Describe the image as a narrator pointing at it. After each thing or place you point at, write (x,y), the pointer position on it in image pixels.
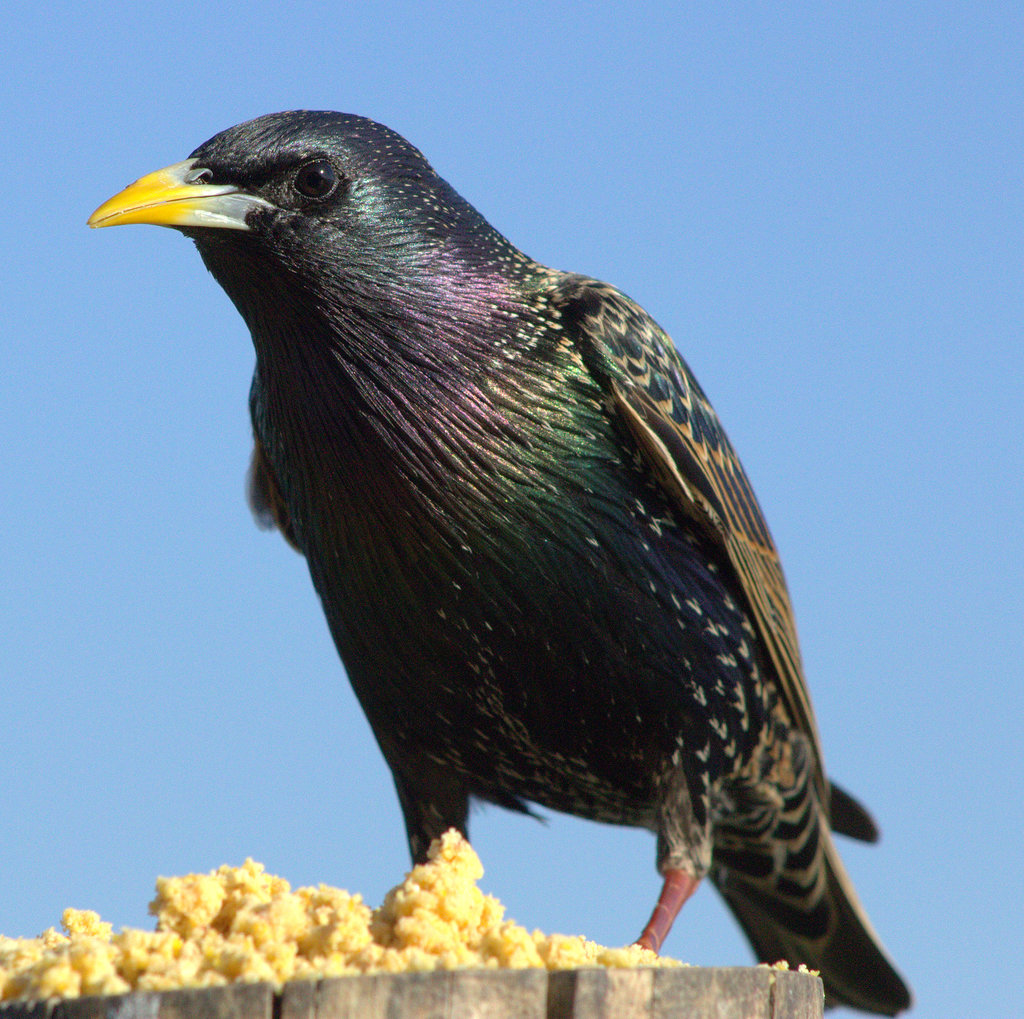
There is a bird (674,783) on the wooden surface (639,991), in front of this bird (421,840) we can see food (83,934). In the background (353,861) we can see sky (898,351) in blue color.
